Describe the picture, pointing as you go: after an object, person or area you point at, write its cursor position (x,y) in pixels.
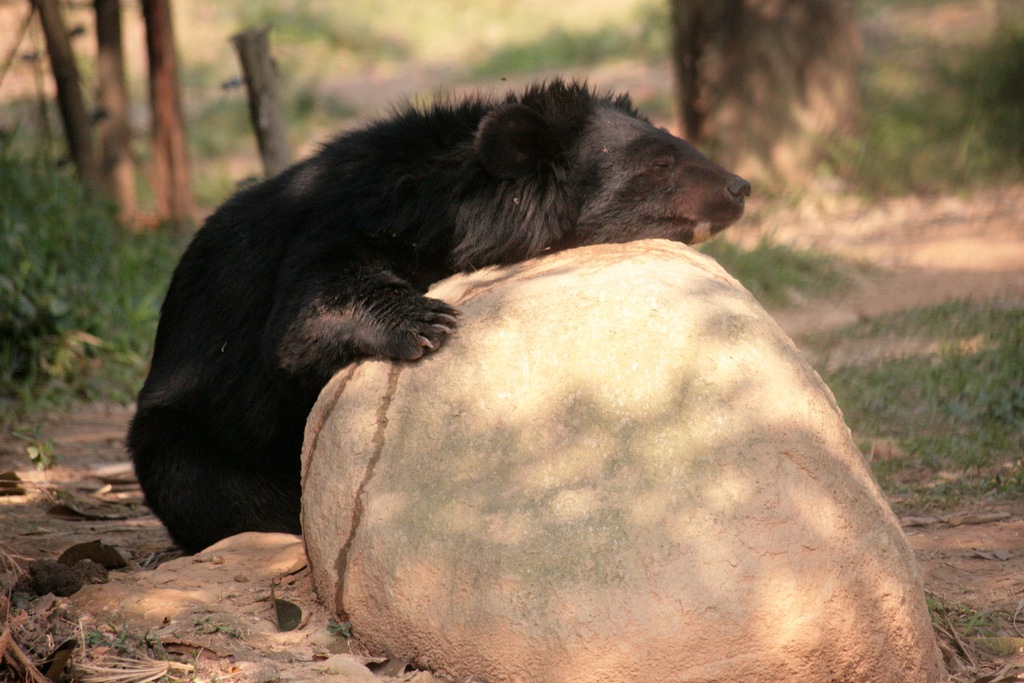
In this picture we can see an animal (241,508) on the ground (151,519), rock (498,460), grass (983,420), trees (68,84) and in the background (553,31) it is blurry.
